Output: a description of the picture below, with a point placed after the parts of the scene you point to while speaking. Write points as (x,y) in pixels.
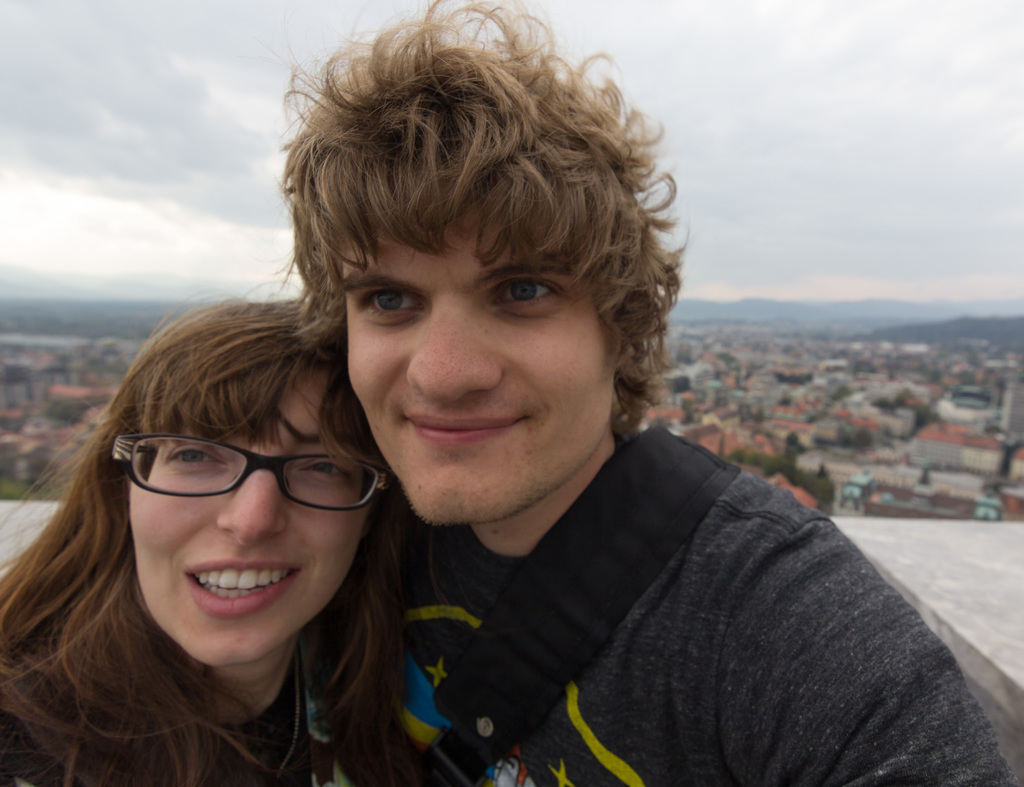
In this image, we can see a lady (231,502) and a man (512,469) standing and smiling. In the background (810,365), there are buildings (816,386) and trees (847,437) and we can see a wall (984,675). At the top (804,104), there is sky (812,111).
